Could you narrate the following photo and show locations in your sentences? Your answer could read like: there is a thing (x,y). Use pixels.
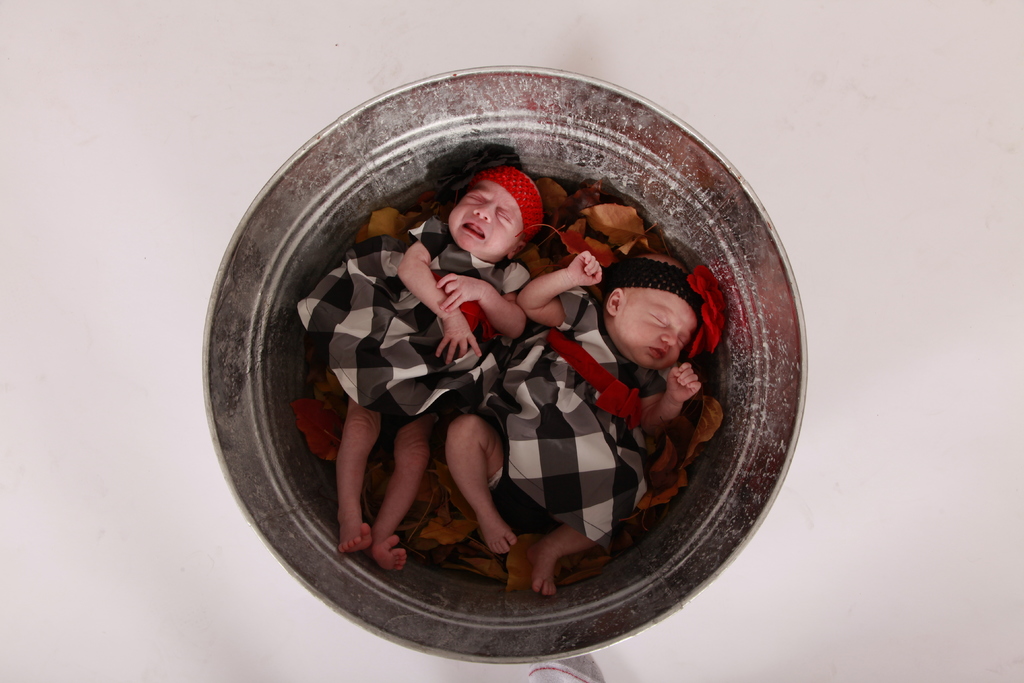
In a container (431,194) we can see two kids (513,316). Among them one is crying and another kid (626,409) is sleeping. They both wore hair bands (684,279), black and white color frocks (479,376). Around the container (803,404) we can see the white surface (60,191).
